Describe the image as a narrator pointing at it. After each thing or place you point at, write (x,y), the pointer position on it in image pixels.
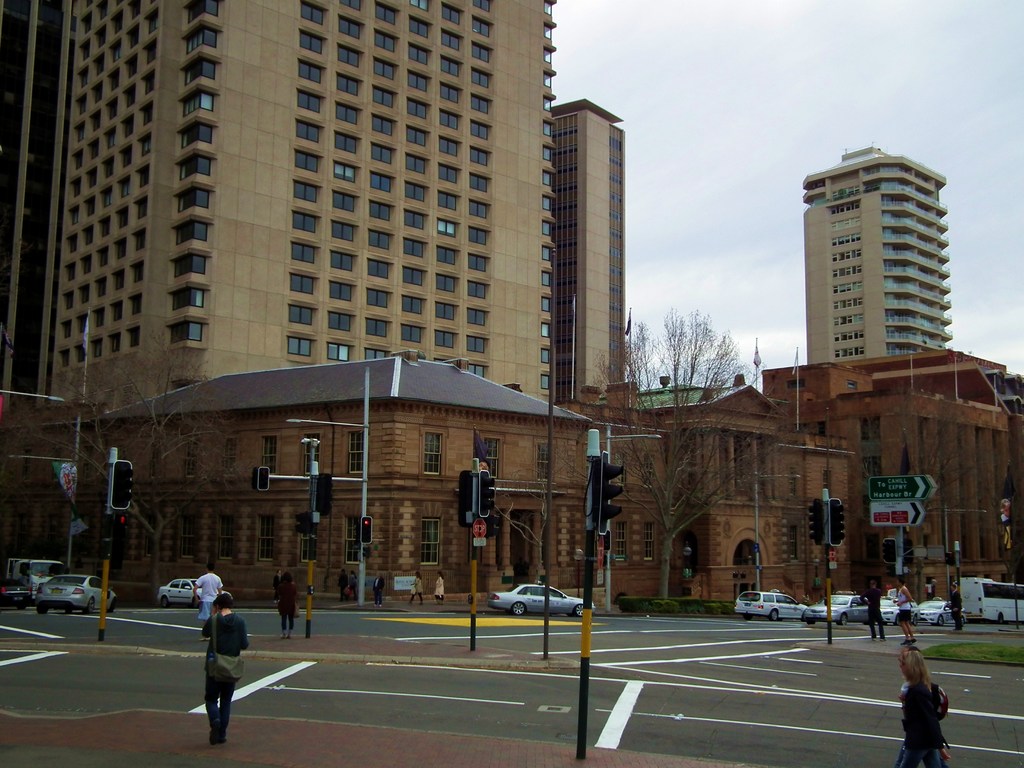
In the foreground (206,683) I can see a crowd (224,687), traffic poles (589,632), fleets of cars (772,607) and vehicles (758,610) on the road (829,681). In the background (115,440) I can see buildings (388,454), trees (159,468) and windows (476,323). In the top right (711,241) I can see the sky (803,167). This image is taken during a day.
